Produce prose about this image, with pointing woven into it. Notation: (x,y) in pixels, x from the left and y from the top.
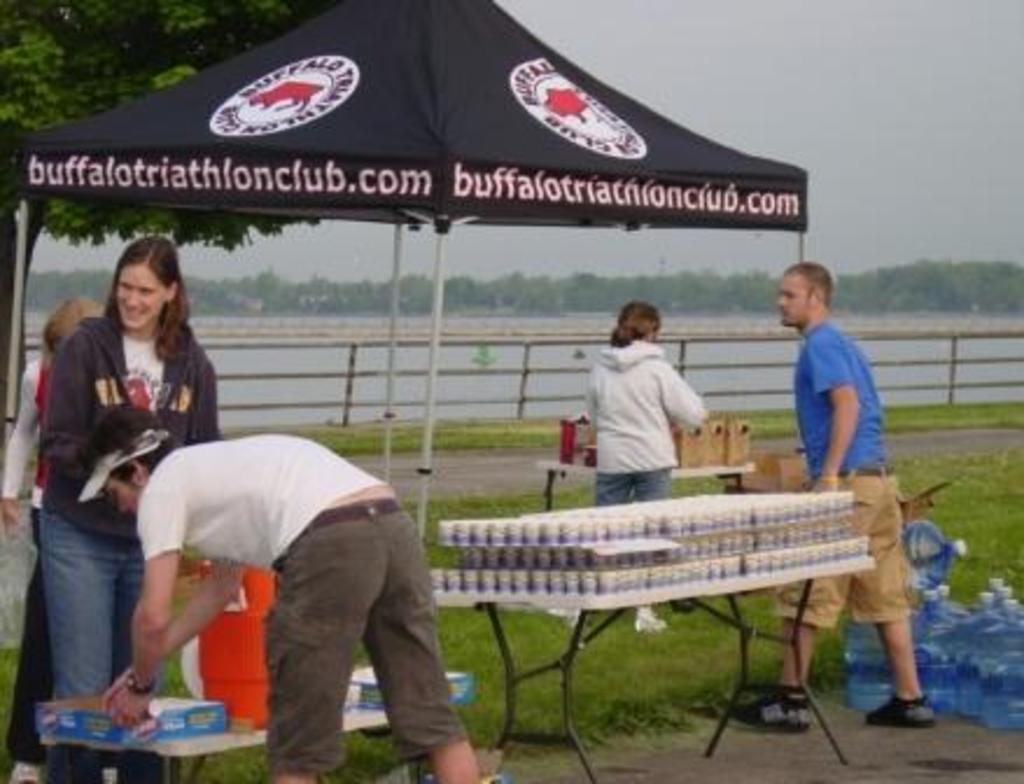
In this image i can see a group of people (823,417) standing, there are few bottles (714,575) on the table (712,581), at the back ground (544,92) i can see a tent (551,117), railing (544,371), water (547,354), tree (485,299) and sky (759,139).
